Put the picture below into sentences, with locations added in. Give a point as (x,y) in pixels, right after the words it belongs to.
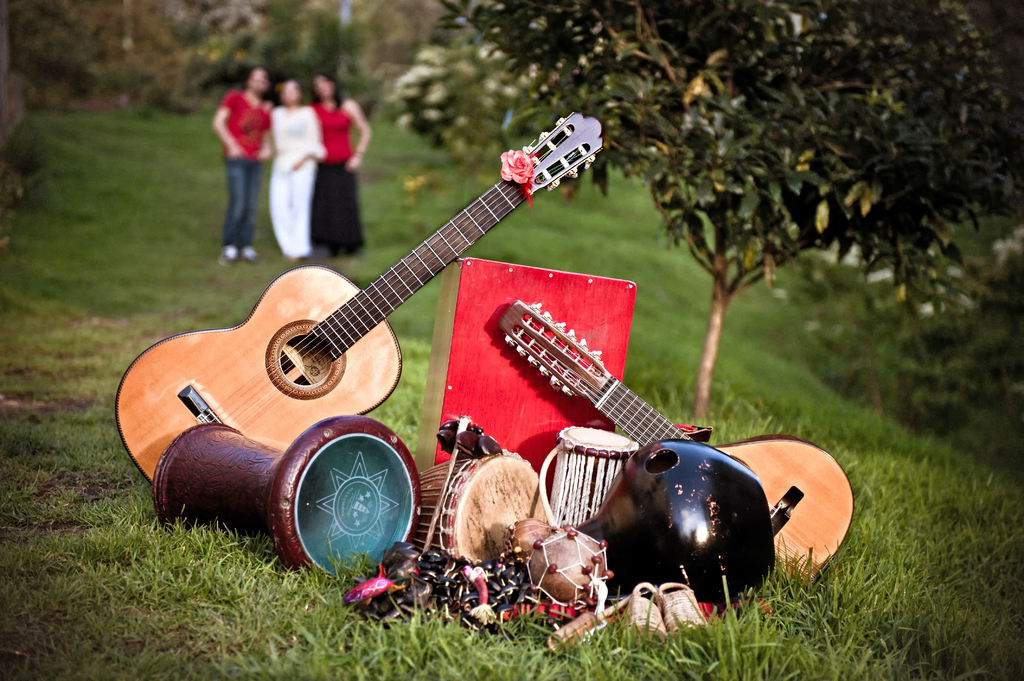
In this picture we can see some musical instruments (526,380). Here we can see three persons (233,260) are standing on the grass (137,262). And these are the trees (617,127).
